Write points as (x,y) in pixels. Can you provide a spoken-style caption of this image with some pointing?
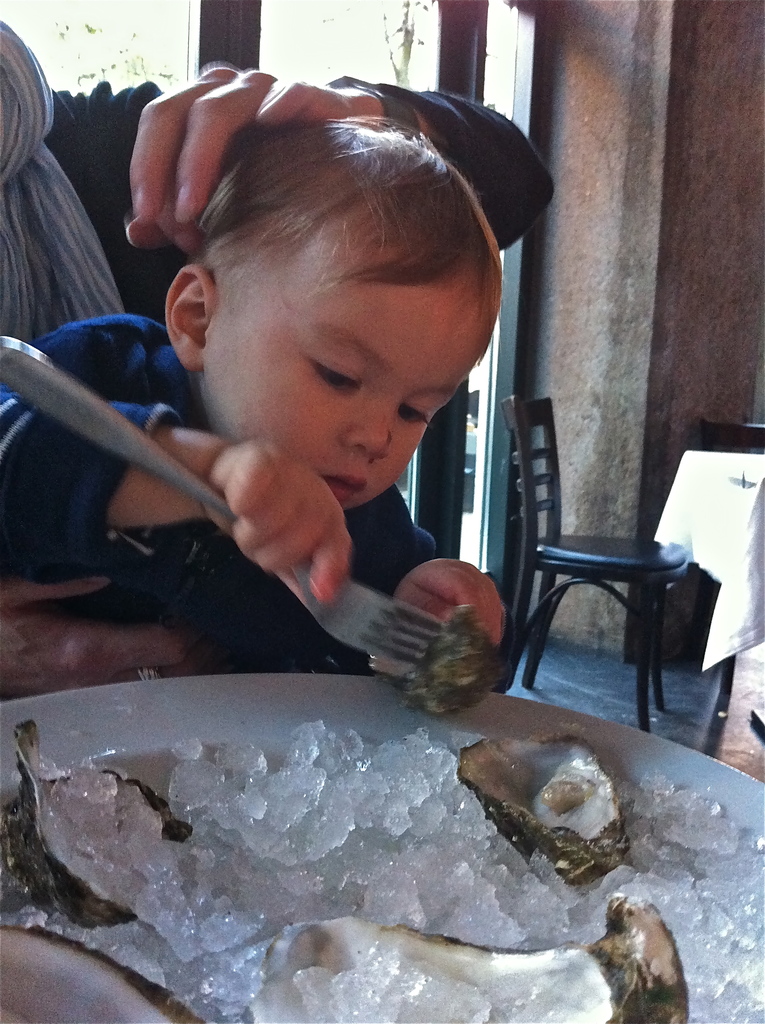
In this image there is a plate (477,1003), in that plate (167,767) there is food item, behind the plate (165,757) there is a woman (99,627) sitting on chair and holding a baby (112,564) and that baby (341,560) holding a fork (221,507) in his hand (244,542), in the background (551,500) there is a table (691,501) and chair (600,552) and a wall (601,172).
